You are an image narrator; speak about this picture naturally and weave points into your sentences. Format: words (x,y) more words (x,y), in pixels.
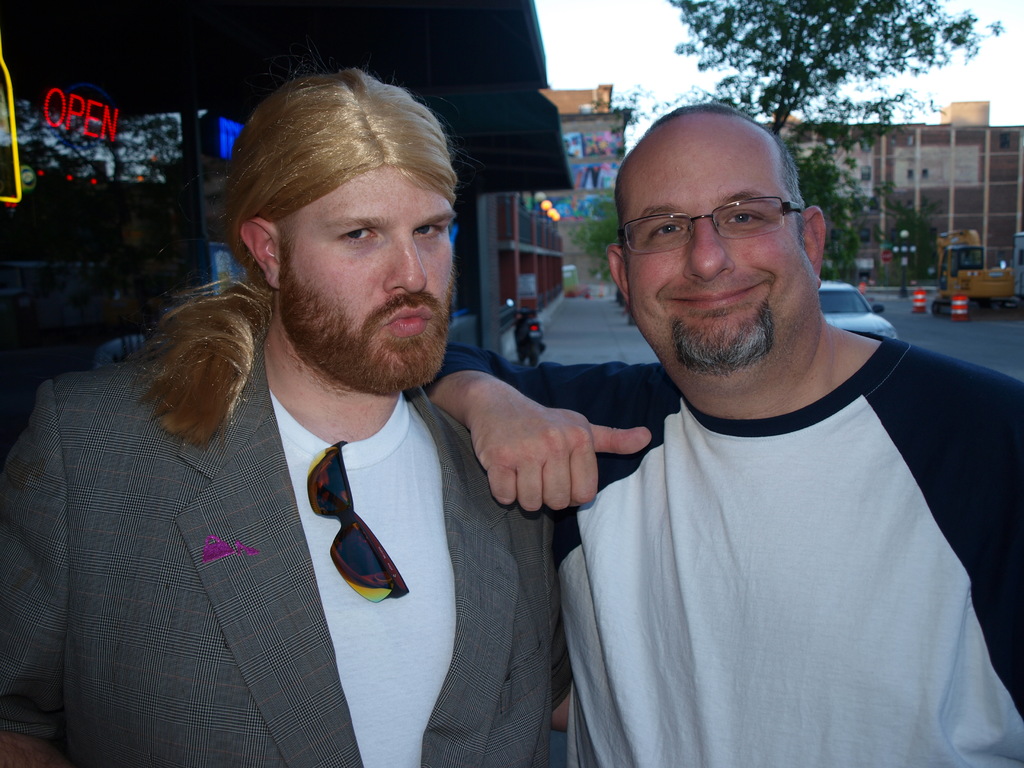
In this picture we can see two persons (475,450), among them one person (403,538) is keeping spectacles (357,516) to the t-shirt (376,486), behind we can see buildings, vehicles (843,314) and some trees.
